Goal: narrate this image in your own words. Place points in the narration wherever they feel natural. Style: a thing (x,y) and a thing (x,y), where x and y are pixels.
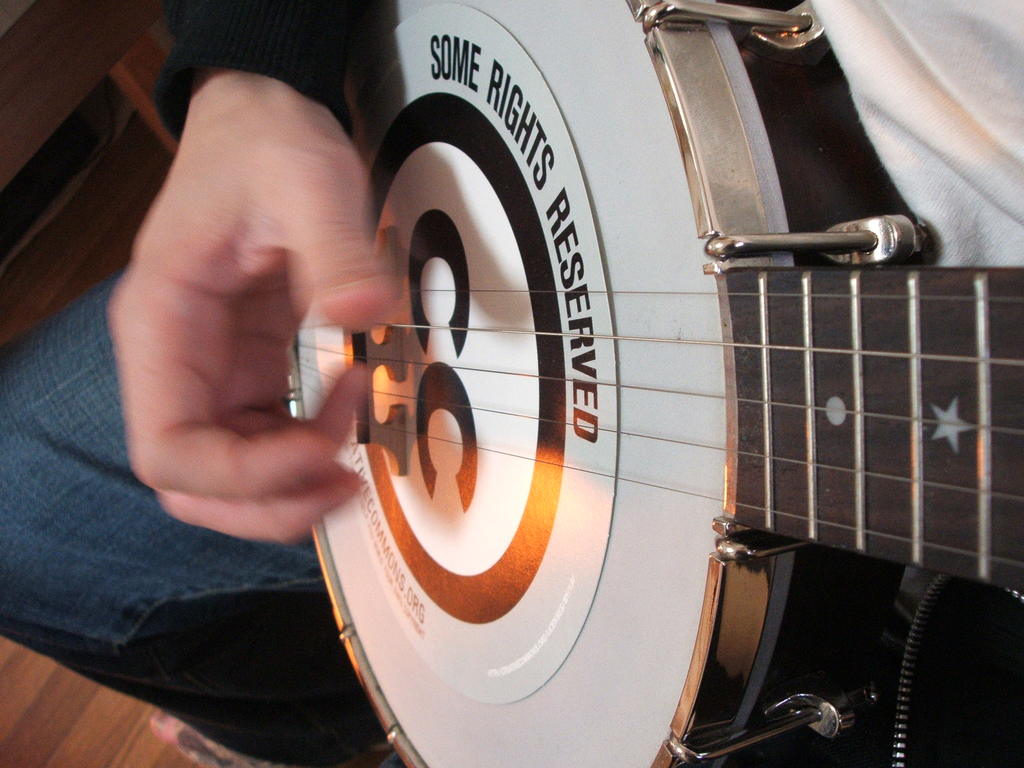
In the image we can see there is a person (155,410) who is holding banjo (668,461) in his hand (326,412).
